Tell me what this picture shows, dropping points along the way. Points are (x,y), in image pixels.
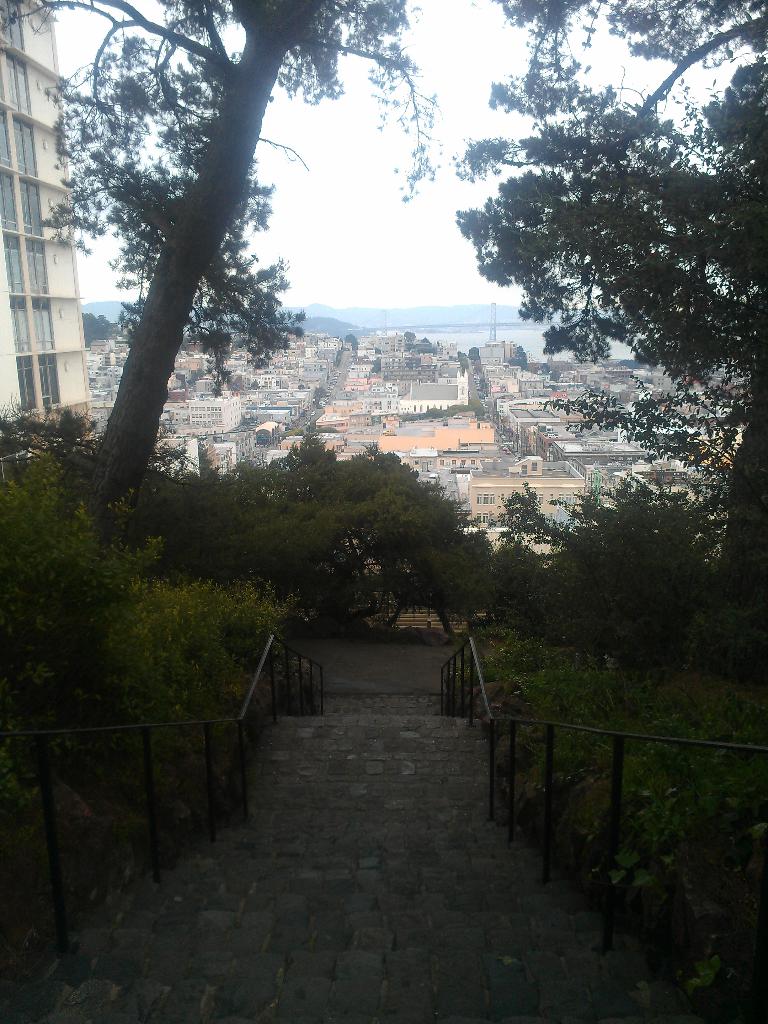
In this image I can see the stairs (391,829). On the left (136,563) and right side (599,321), I can see the trees (293,461). In the background (478,430), I can see the buildings (417,396) and the sky (373,224).
